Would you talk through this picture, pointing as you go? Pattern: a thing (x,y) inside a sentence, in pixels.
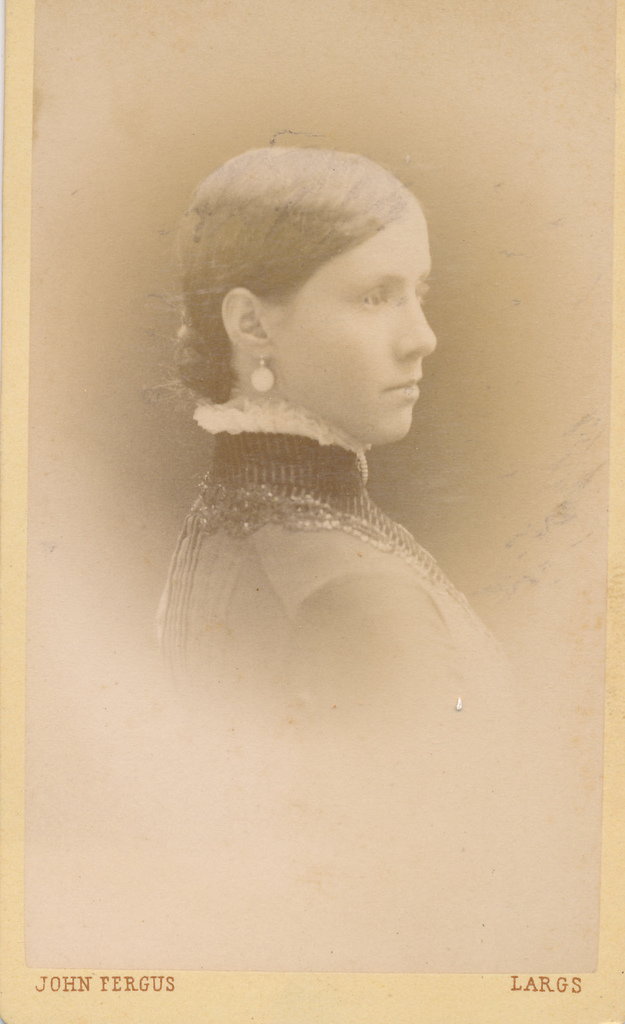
In this picture we can see a photograph (402,556) of a person (370,448), at the bottom (148,976) there is some text (124,980).
